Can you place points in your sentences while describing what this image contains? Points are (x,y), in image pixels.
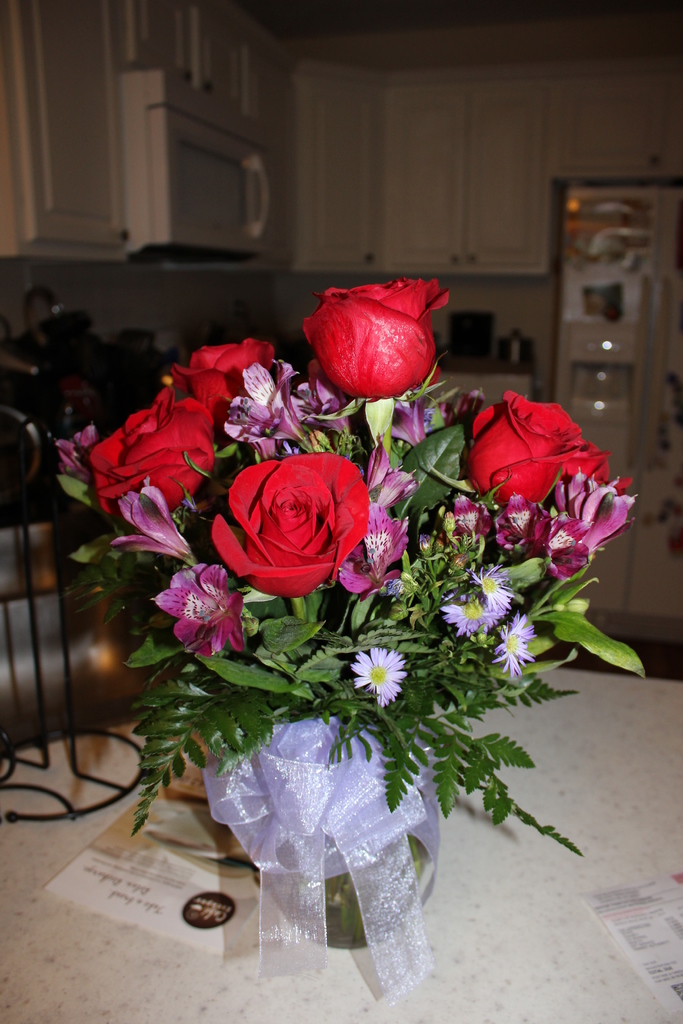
This looks like a flower bouquet (408,568) with a bunch of colorful flowers (339,553) and leaves (398,759). I think this is the ribbon (308,815), which is tied to the bouquet (277,709). I can see the table (521,1006) with papers (631,938) and a flower bouquet (415,770) on it. In the background (219,174), I can see the micro oven (212,149) and cupboards (327,243). This is the refrigerator (635,322).
